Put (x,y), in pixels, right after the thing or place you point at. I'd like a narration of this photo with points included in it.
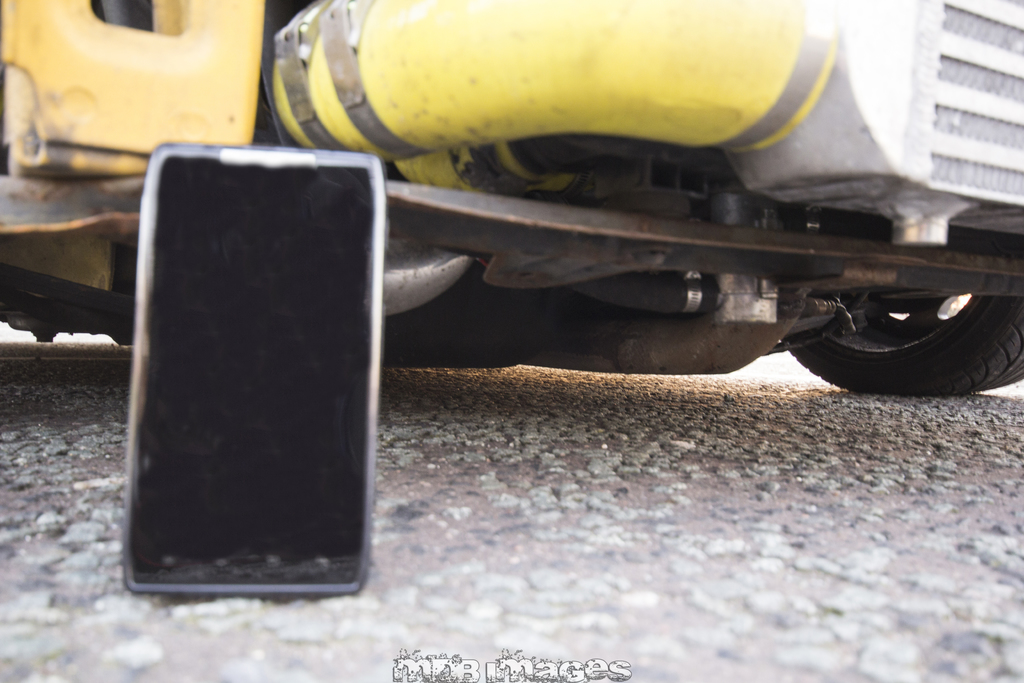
In this image we can see mobile (285,493). In the back (266,30) we can see part of a vehicle (546,209). At the bottom (436,663) there is text (423,657) on the image.
